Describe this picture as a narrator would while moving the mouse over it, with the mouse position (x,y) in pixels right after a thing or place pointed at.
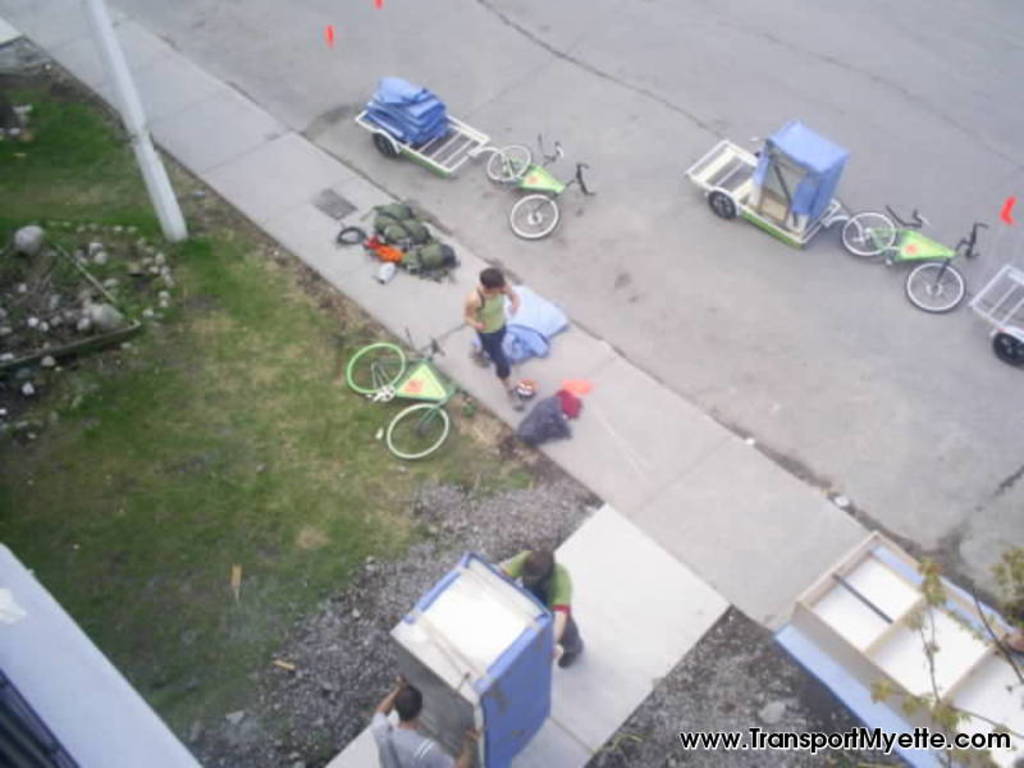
In this image there are vehicles (886,245) on the road (874,303). There is a person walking on the pavement (614,437). Beside her there are few objects (436,244). There are two persons (401,751) moving some object (523,667). On the left side of the image (274,393) there is grass (161,458) on the surface (188,469). There is a pole (173,239). There is some text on the right side of the image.
